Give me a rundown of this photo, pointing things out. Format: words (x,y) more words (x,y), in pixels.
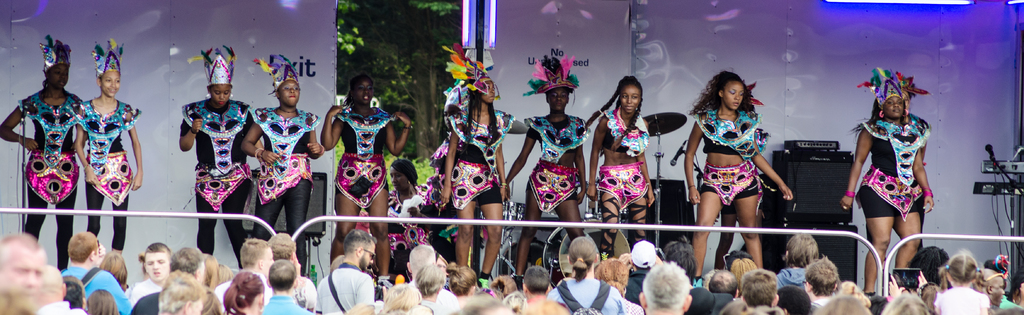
In this image there are so many girls (896,203) standing on the stage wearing drama costumes (365,123), behind them there are some musical instruments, speaker (807,154) and text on the wall (315,92) with trees (378,27) in the middle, also there is a huge crowd (57,302) standing in front of the stage (727,20).
